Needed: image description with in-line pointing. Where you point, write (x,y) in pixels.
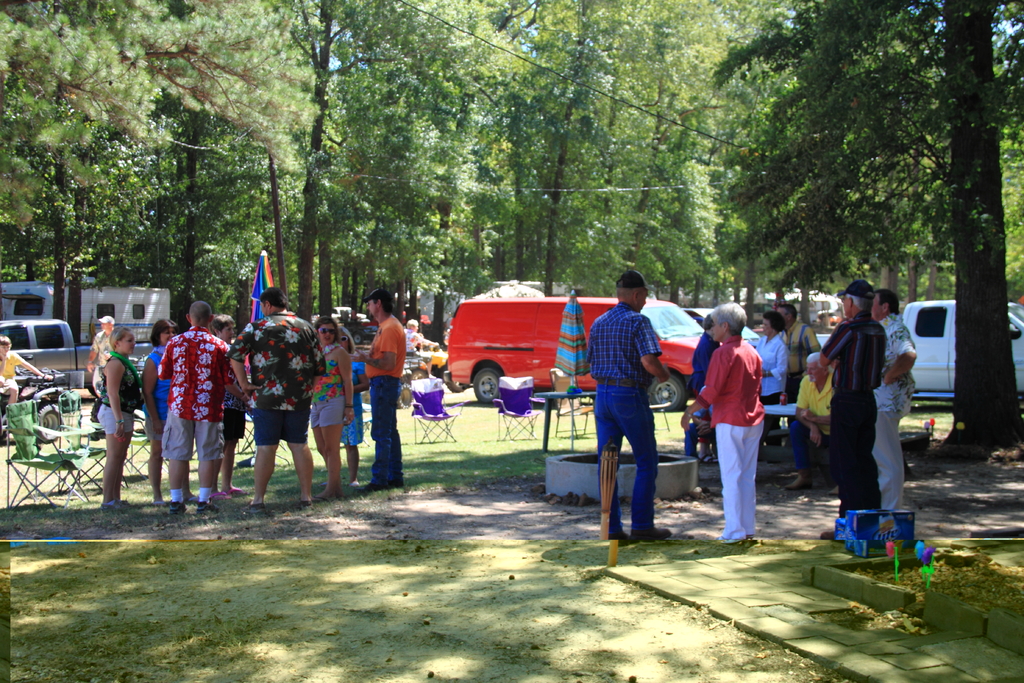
In this picture there are people (12,360) and we can see chairs (32,449), object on the table (548,411), grass (566,427), vehicles (671,400), umbrellas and objects (585,463). In the background of the image (276,124) we can see trees (833,72) and sky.
